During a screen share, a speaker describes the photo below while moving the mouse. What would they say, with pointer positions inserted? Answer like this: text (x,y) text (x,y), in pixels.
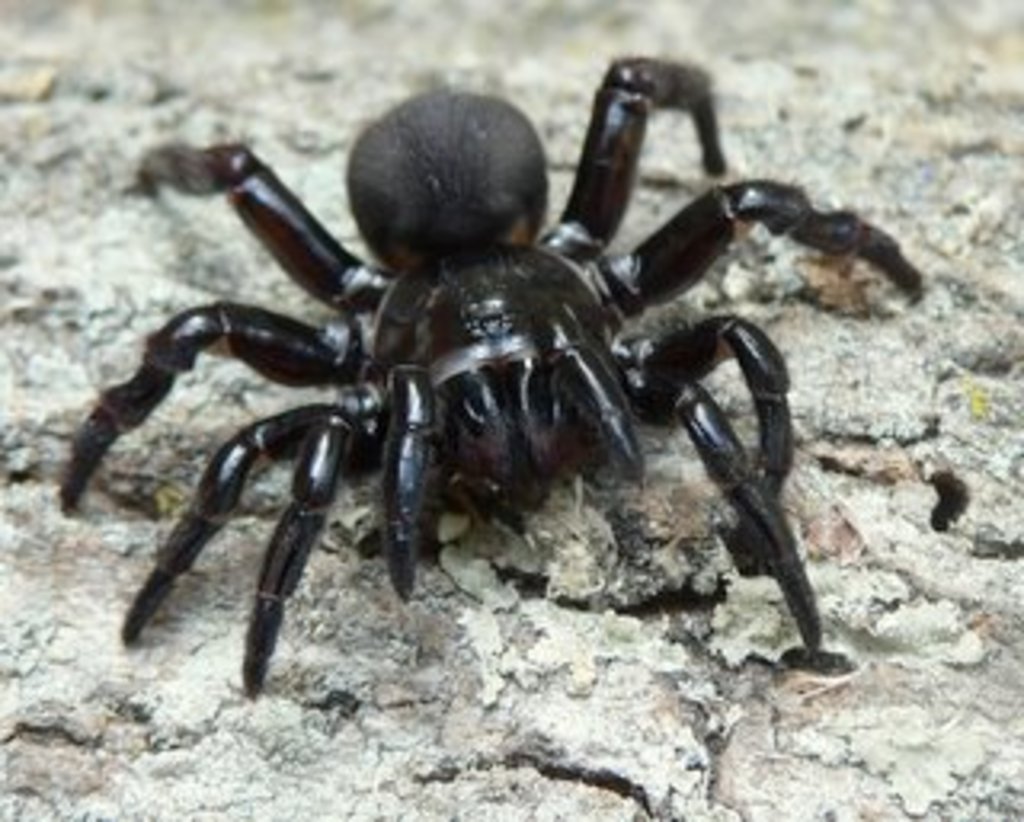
In this image we can see there is a spider (437,390) on the rock surface (445,551).
